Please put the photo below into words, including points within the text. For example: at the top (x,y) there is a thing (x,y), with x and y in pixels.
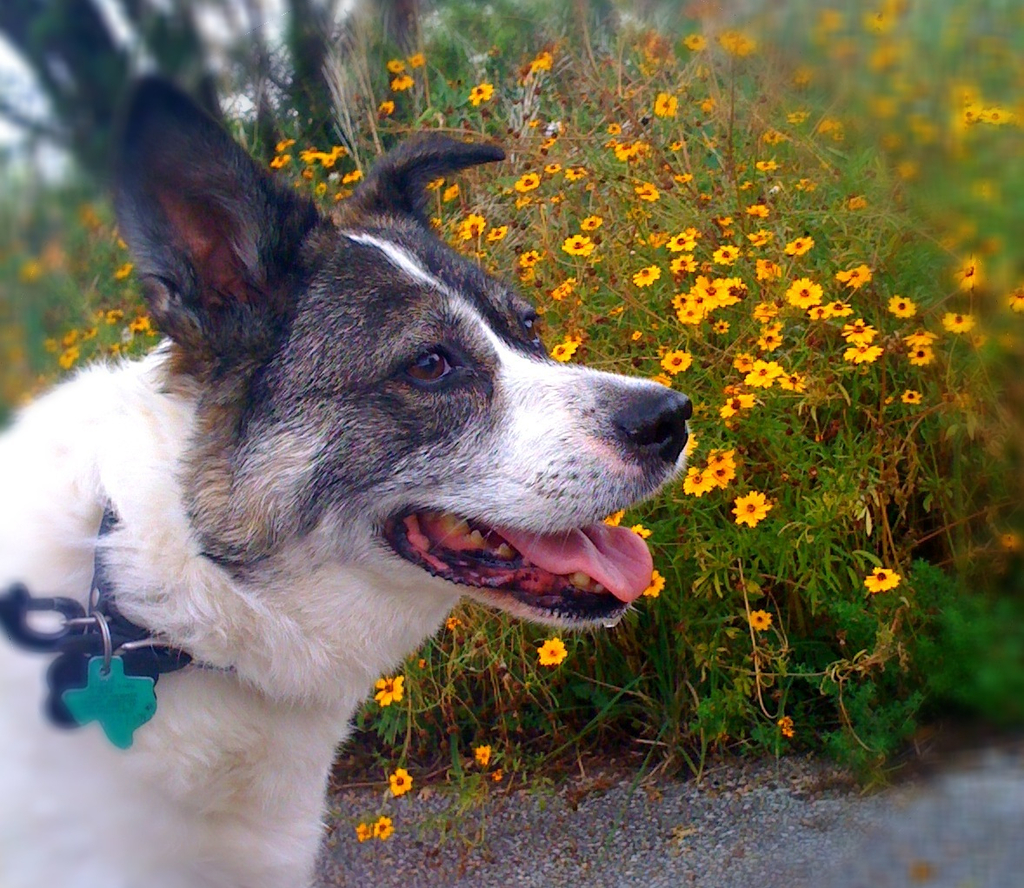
In this image there is a dog (258,599) in the front (239,629) and in the background (573,292) there are flowers (732,280).
